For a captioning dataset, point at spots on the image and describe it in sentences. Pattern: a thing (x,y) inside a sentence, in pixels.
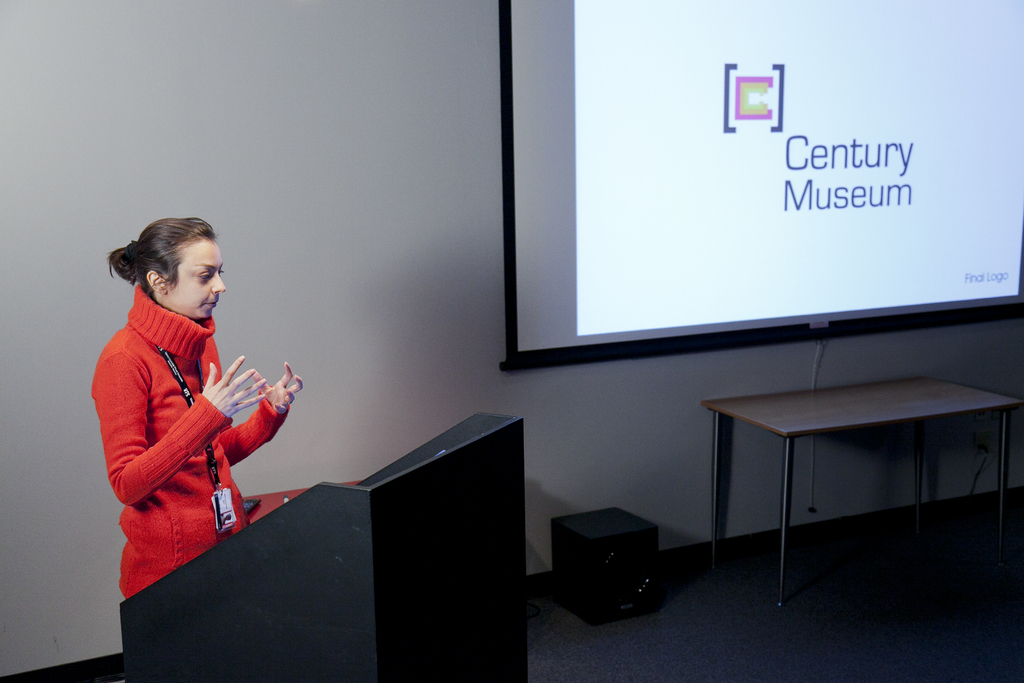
In this image, women (190,458) is standing near the podium (363,554), there is a table (277,508), few items (288,499) are there on it. At the bottom (579,579), we can see speaker (638,546), table (797,433). On right side (930,237), there is a screen (724,204) and wall (491,214). The women (181,472) is wearing a tag (184,394) on his neck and is talking.
